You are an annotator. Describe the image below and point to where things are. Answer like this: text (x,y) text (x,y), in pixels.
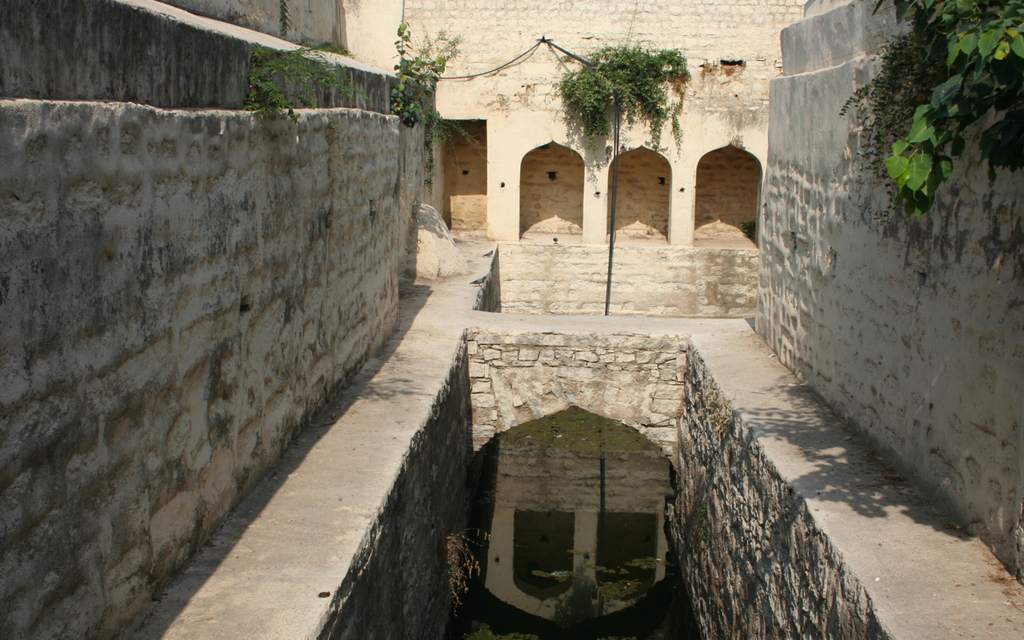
Here in this picture we can see walls (383,114) present all over there and we can see plants (636,98) on the wall (484,95) here and there and in the middle (561,371) we can see a pond like structure (679,499), in which we can see water (480,564) present over there.
